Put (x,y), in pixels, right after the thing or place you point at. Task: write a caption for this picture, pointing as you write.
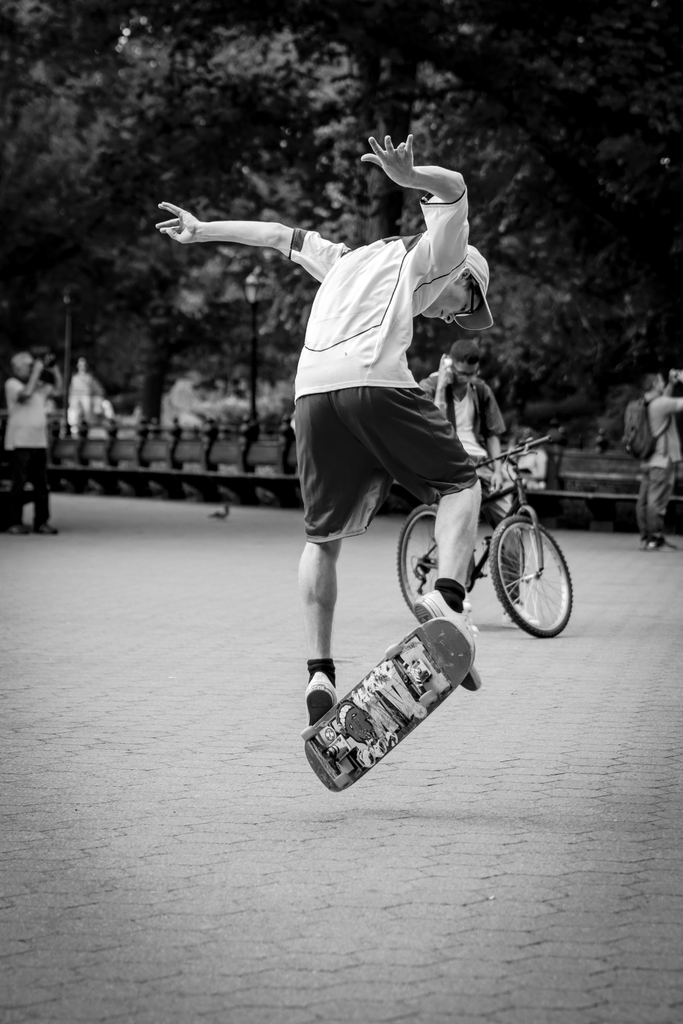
In the image we can see there is a man (371,370) who is jumping with a skating board (418,714) and behind him there is a man (459,414) who is sitting on a bicycle (537,567) and behind him there are lot of trees (173,170) and people (671,479) are standing on the road (62,516) and the image is a black and white picture.
